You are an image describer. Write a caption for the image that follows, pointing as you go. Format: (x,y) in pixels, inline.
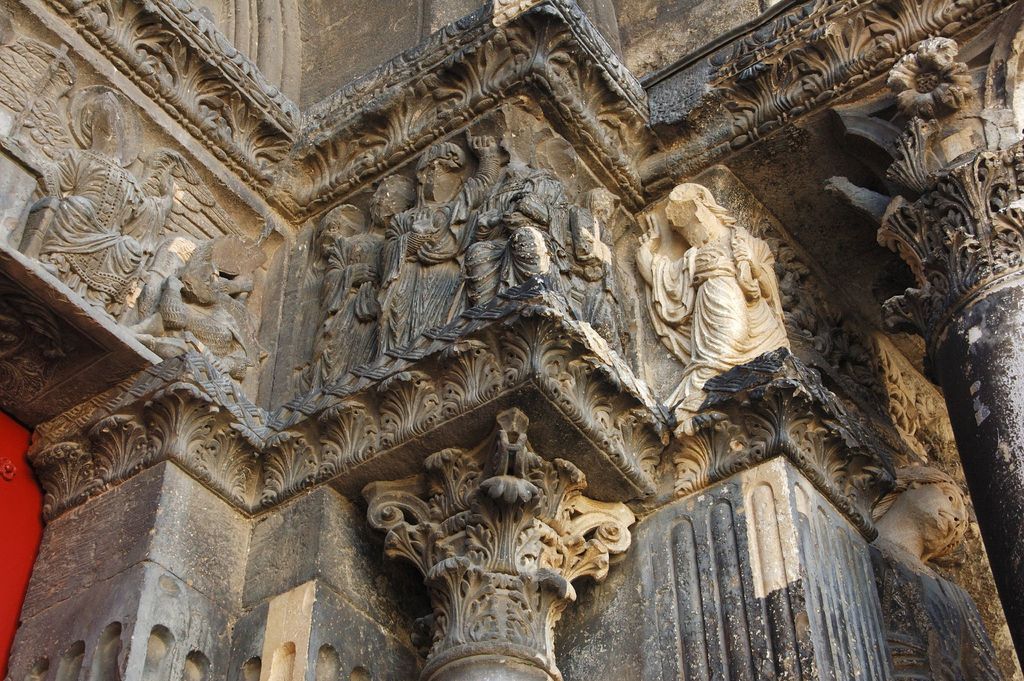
In this image, we can see some carved sculptures (385,302) on the pillars (1021,217) and walls (259,228).
